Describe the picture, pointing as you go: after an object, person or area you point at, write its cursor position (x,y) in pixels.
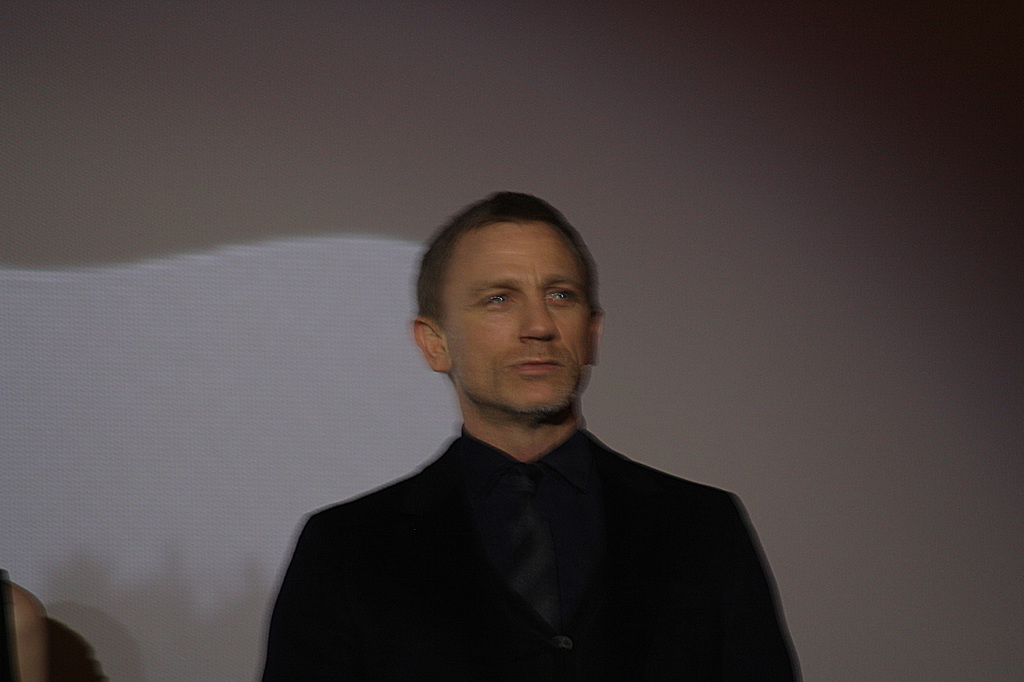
There is a man (467,322) standing. In the background (454,415) we can see wall (66,615) and person hand (22,597).
